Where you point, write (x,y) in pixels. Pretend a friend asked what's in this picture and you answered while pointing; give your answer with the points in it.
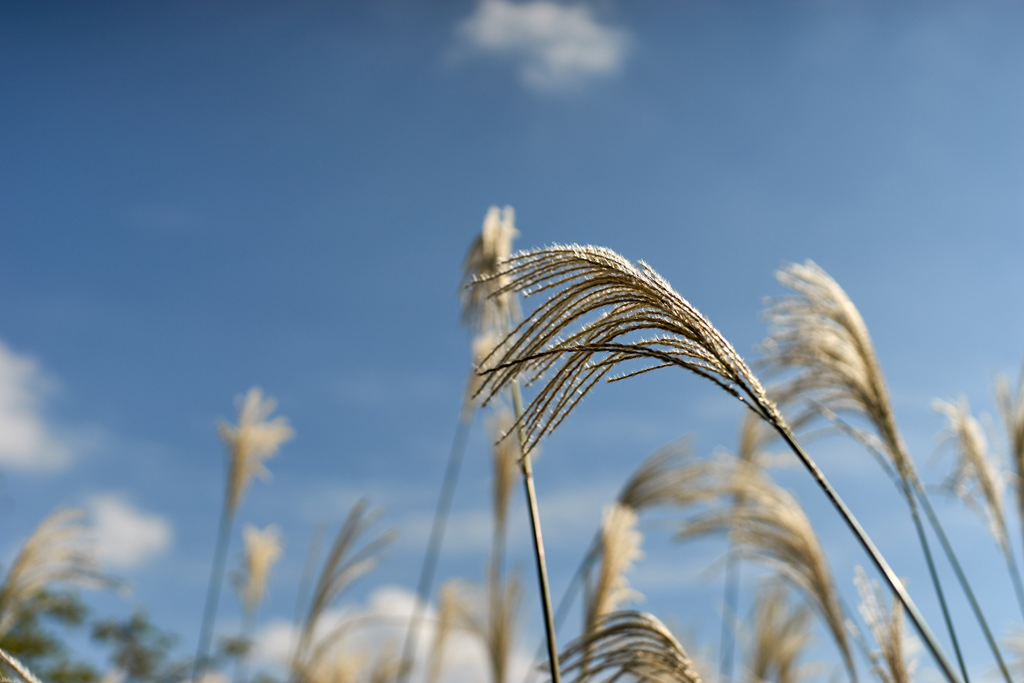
In this image we can see plants (525,421). In the background (198,681) we can see plants (56,578) at the bottom (89,614) and there are clouds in the sky (356,207).
